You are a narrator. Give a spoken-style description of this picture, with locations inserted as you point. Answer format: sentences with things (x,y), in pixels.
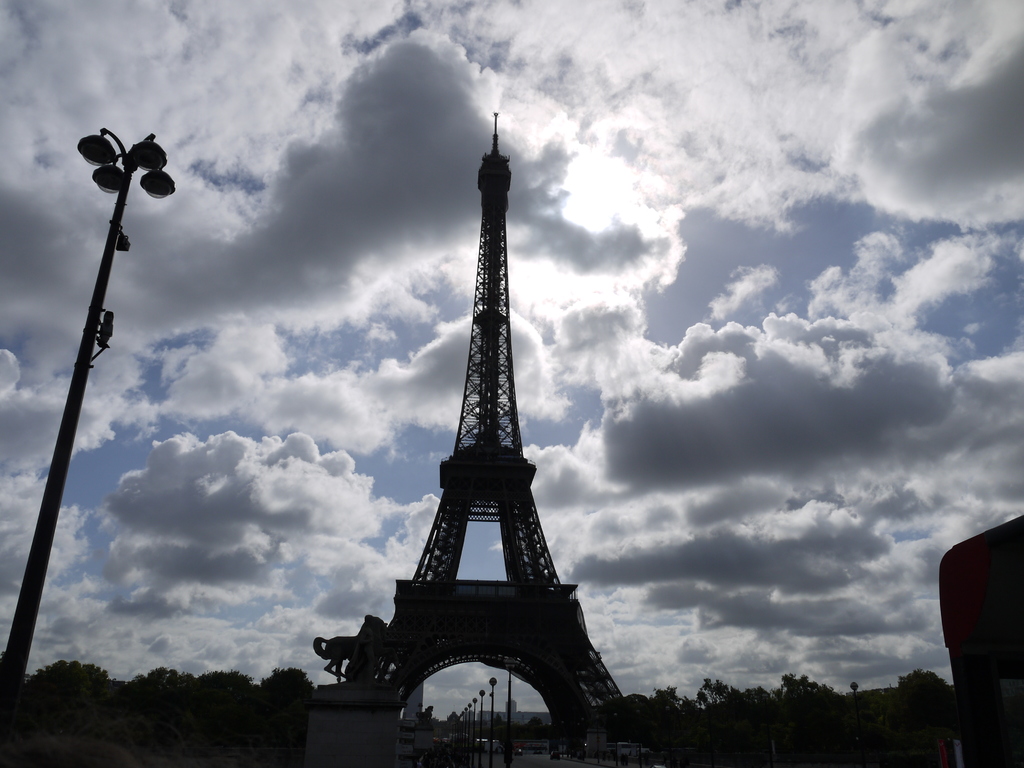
At the bottom (251,708) the image is dark but we can see trees (224,696), poles (481,720), vehicles (491,741) on the road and in the middle (496,363) there is a Eiffel tower (499,600) and on the left side (14,665) there is a light pole (149,165). In the background (625,328) we can see clouds (640,263) in the sky (655,411).
